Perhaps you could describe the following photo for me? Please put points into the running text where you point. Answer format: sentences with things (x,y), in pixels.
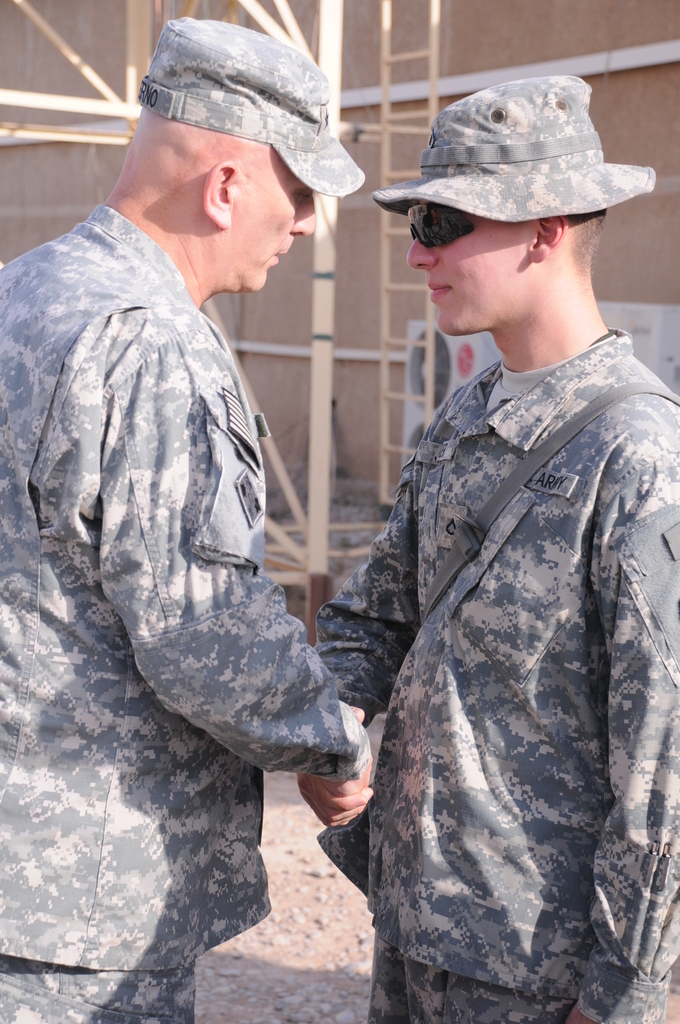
There are two people (532,641) standing and shaking hands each other and this person (451,722) carrying a bag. In the background (401,130) we can see electrical object (660,309), wooden wall (650,272), ladder (434,83) and wooden sticks (296,578).
